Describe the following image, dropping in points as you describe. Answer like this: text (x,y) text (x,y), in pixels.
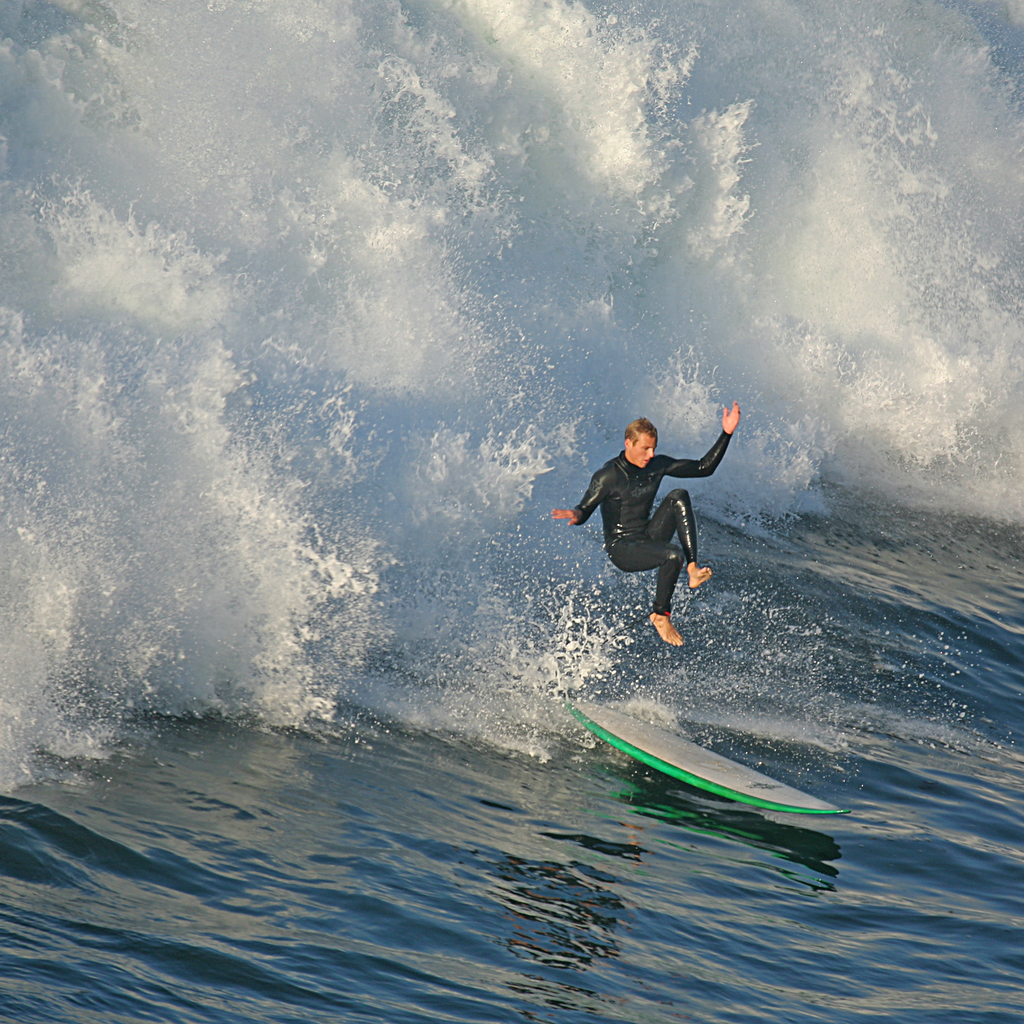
In this image, we can see a surfboard (662,730) on the water (679,805) and a man (645,524) is in the air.
